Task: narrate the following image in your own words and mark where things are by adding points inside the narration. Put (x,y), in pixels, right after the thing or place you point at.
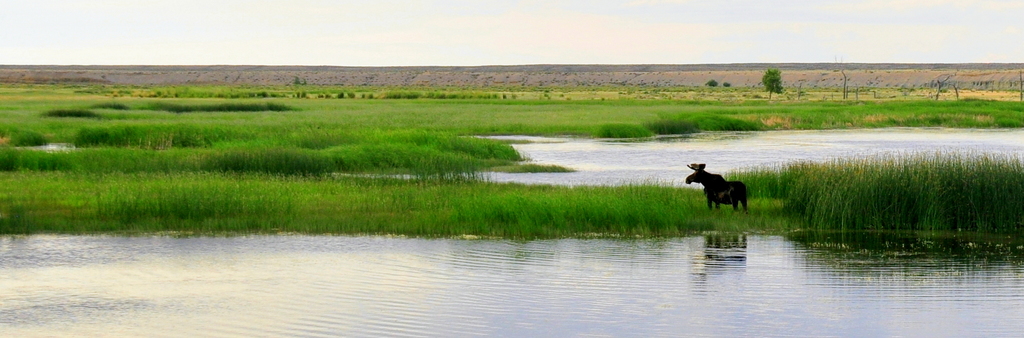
In this image we can see the grass (229,196) in the water (472,250). There is an animal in the grass (437,208). Behind the grass (455,234) there are few trees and plants (432,90). At the top (518,61) we can see the sky (416,42).
